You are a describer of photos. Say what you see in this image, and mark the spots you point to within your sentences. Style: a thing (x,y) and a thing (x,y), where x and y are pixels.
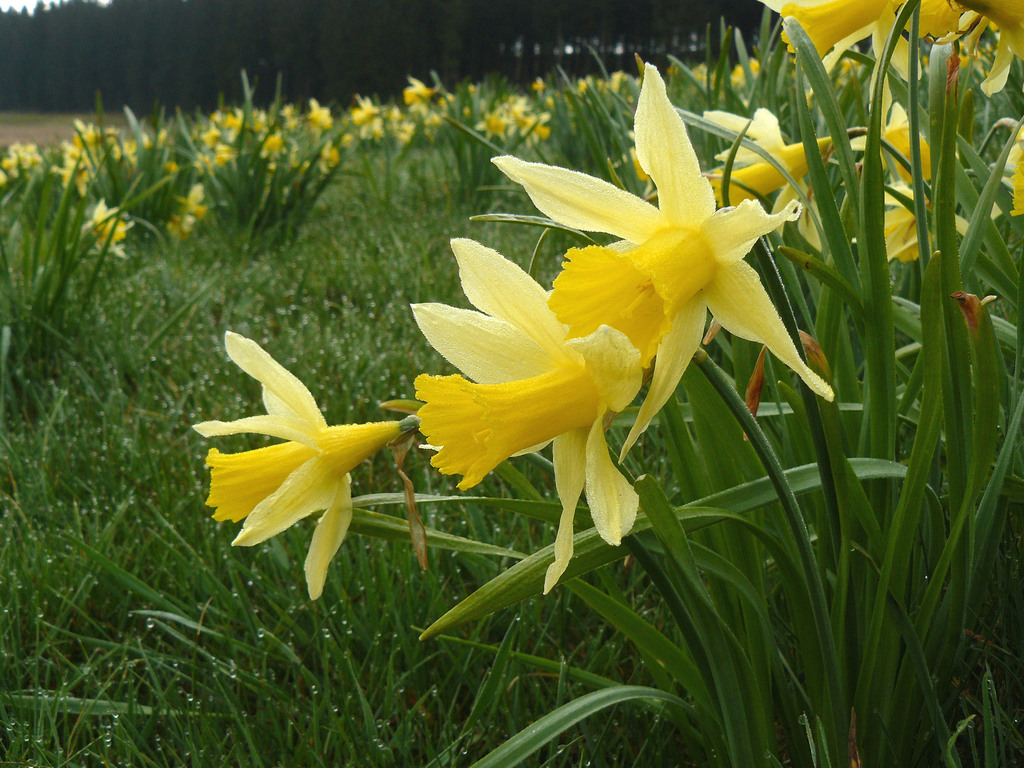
In this image there are flowers (255,454), plants (866,562), grass (279,314) and trees (346,23).
